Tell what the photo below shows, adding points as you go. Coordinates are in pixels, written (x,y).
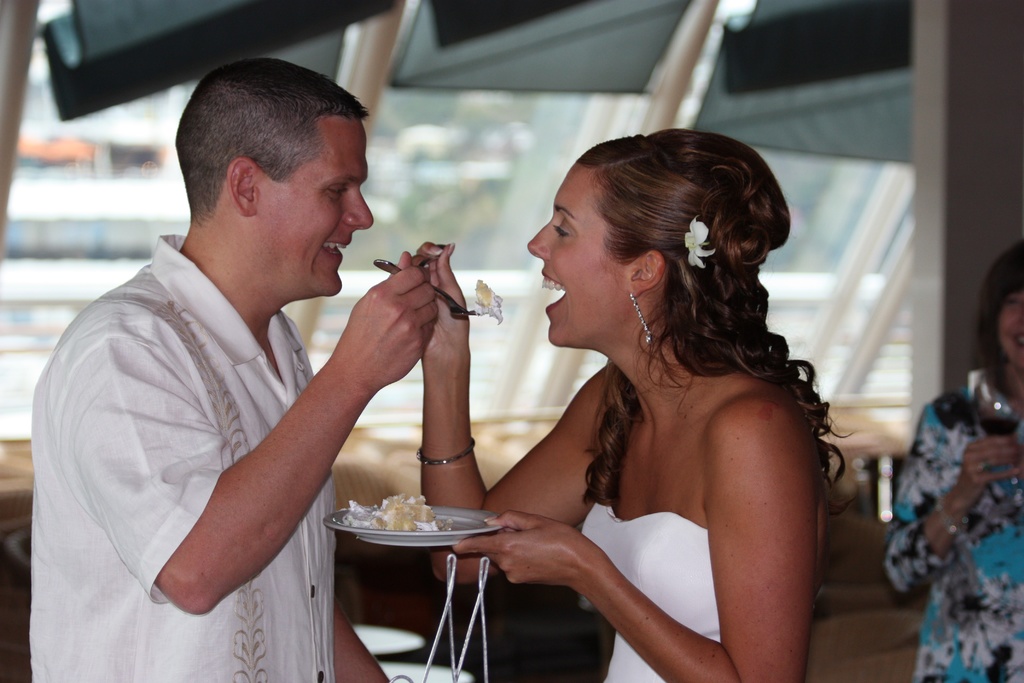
In this image we can see a man (283,330) and a woman (648,290) holding spoons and they are smiling. She is holding a plate (490,525) with food (415,513). There is a blur background (809,37). On the right side of image (954,671) we can see a person (926,474) who is truncated.
